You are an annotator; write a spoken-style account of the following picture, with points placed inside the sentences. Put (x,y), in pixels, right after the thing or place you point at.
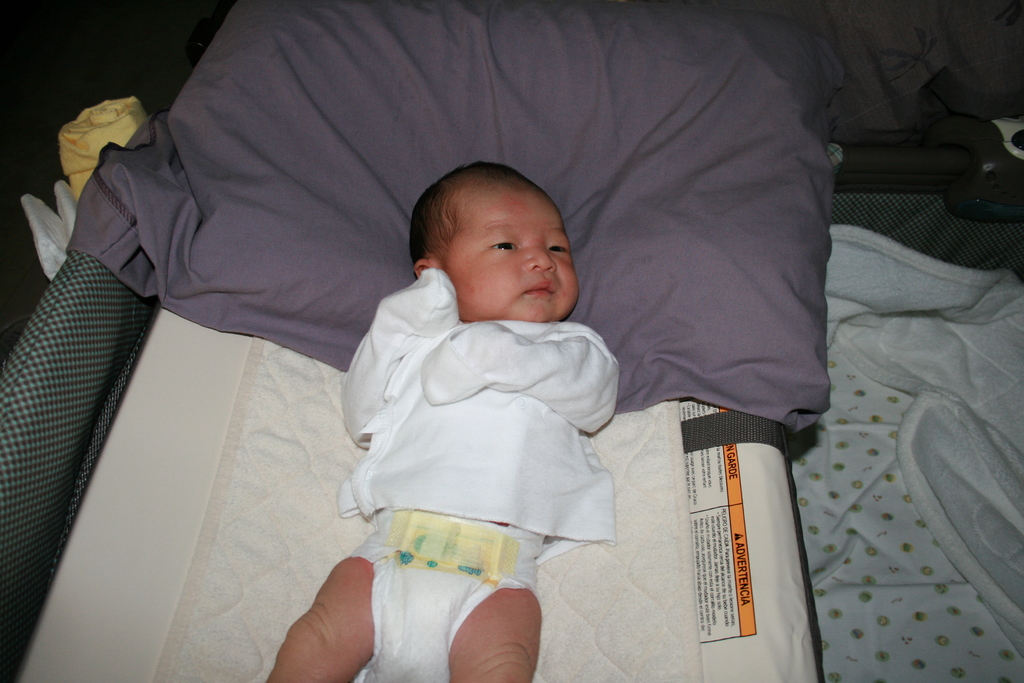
In this image at the bottom (176,509) there is one bed (749,451) on the bed (273,384) there is one baby (464,387) who is lying, and on the bed (789,481) there are some blankets (971,379).
